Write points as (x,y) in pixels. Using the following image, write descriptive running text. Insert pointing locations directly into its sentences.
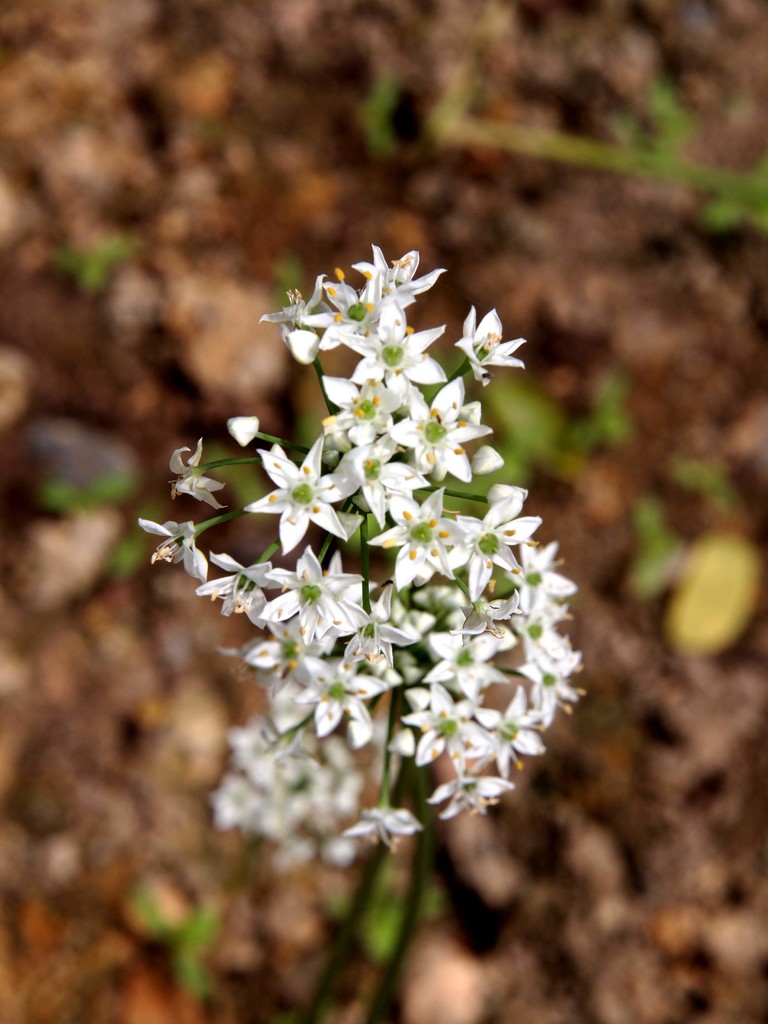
In this picture I can see many white flowers (547,646) on the plant (539,639) or grass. On the right (708,583) it might be the yellow flower (717,576).
